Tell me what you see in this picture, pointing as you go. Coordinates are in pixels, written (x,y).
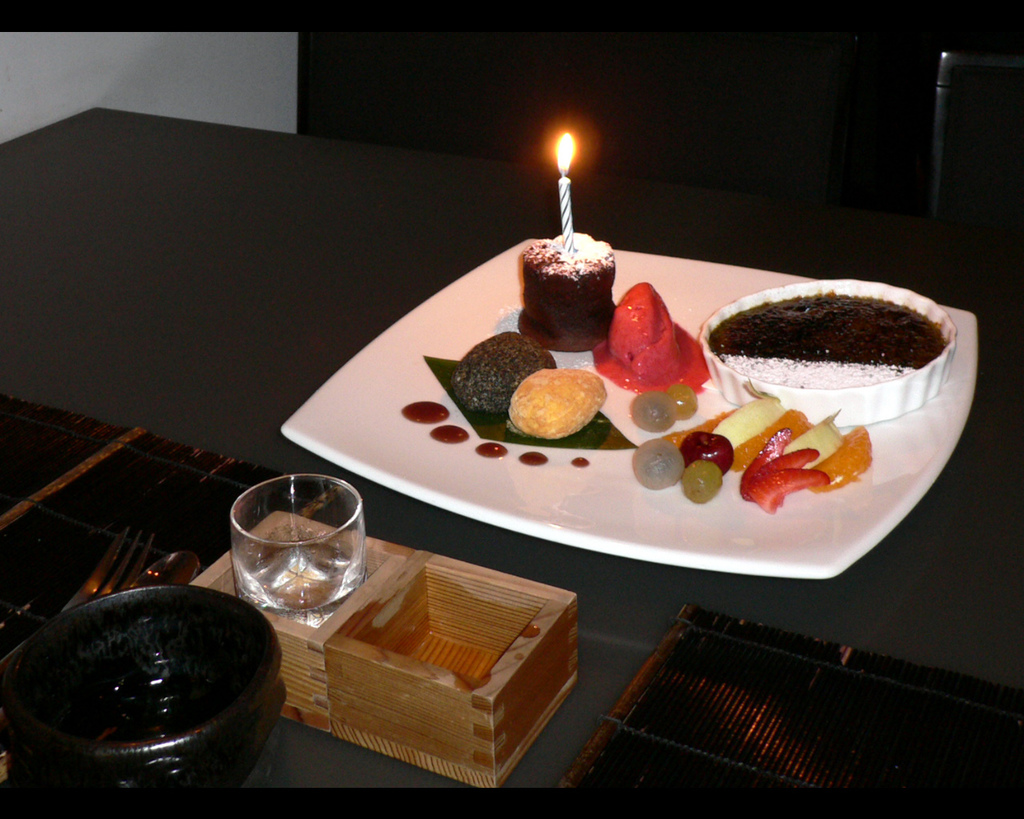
In the image there is a table (433,534) and on the table (1023,271) few desserts (581,344) and fruits (698,473) are served on a plate (516,478). Beside the plate (443,482) there is a glass (264,566), spoons (154,582) and a bowl (240,661). There are two chairs (821,85) in front of the table (31,271) and on the left side (127,63) there is a wall (163,56).
